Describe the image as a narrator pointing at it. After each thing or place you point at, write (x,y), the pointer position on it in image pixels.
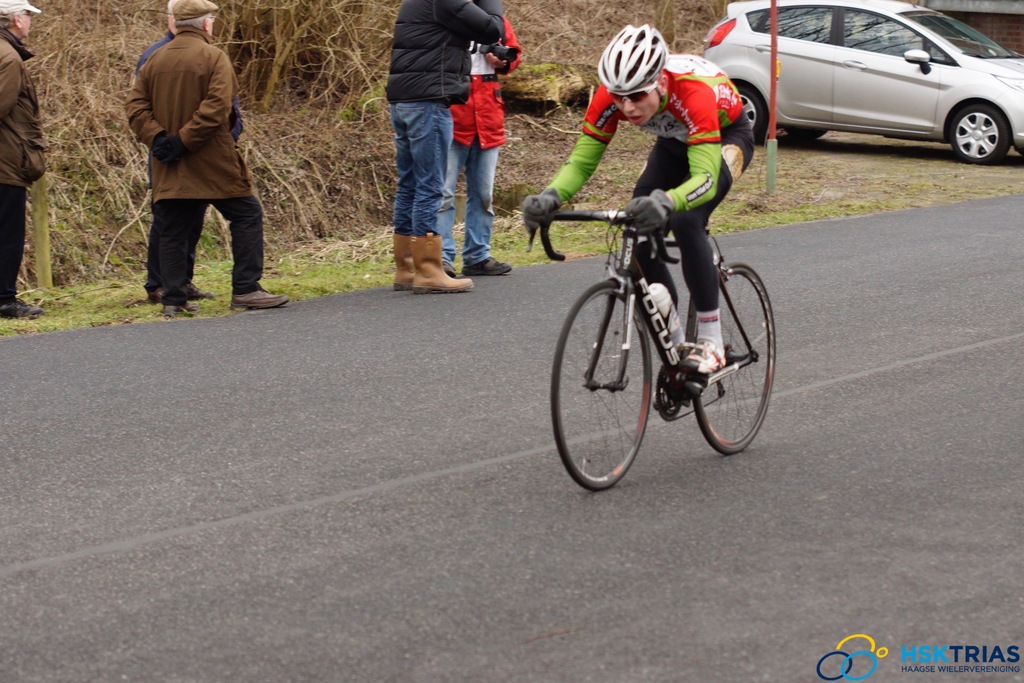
This is the picture of a person (701,143) wearing helmet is riding the bicycle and beside him there are some people (419,170) and a car (892,80).
